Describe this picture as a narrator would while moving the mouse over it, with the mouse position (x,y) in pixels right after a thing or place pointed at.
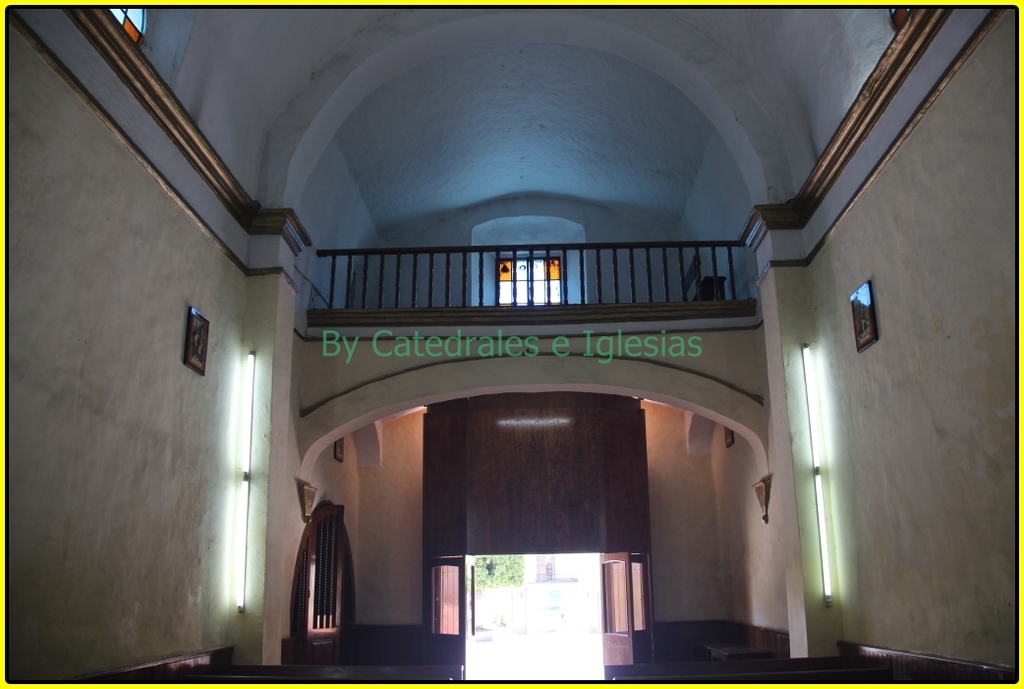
This is an inside view of a building (696,179). In this picture we can see frames (857,316) on the walls (901,380). In the middle of an image (430,345), we can see the text (519,338). There are windows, wooden objects (239,210) and other objects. We can see leaves (491,571) and a few things (548,571) in the background (517,568).
